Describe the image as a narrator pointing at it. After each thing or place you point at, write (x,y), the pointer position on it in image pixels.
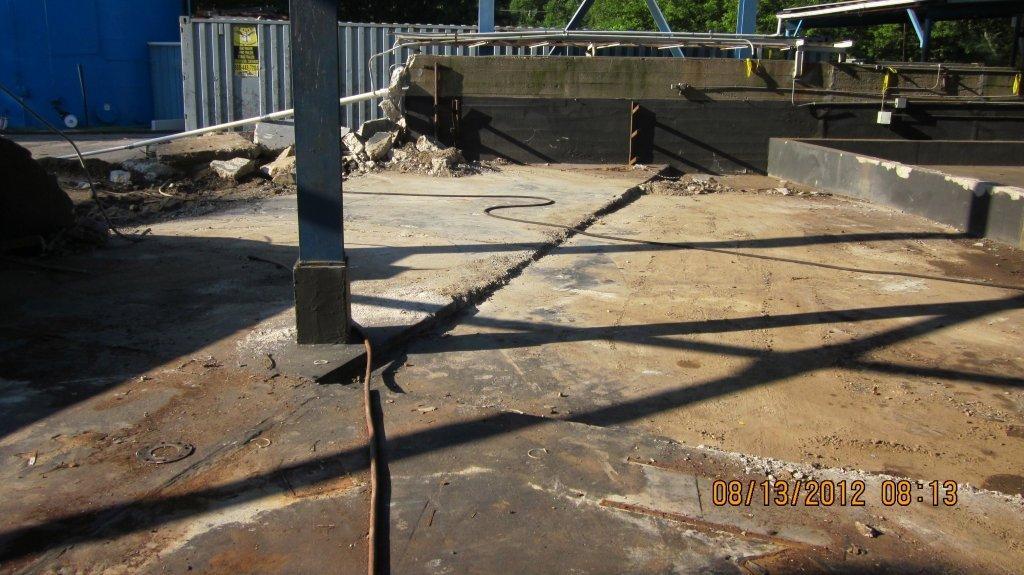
In this image there is an iron pole (338,171) in the middle (342,215). In the background (509,114) there is a wall (476,106). Beside the wall (431,115) there are some broken stones (247,157). On the ground (351,400) there is a pipe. Behind the wall (588,60) there are trees (632,18) and pillars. On the left side (120,200) there is soil (151,180) on the ground (127,188) behind the stones (216,160).
